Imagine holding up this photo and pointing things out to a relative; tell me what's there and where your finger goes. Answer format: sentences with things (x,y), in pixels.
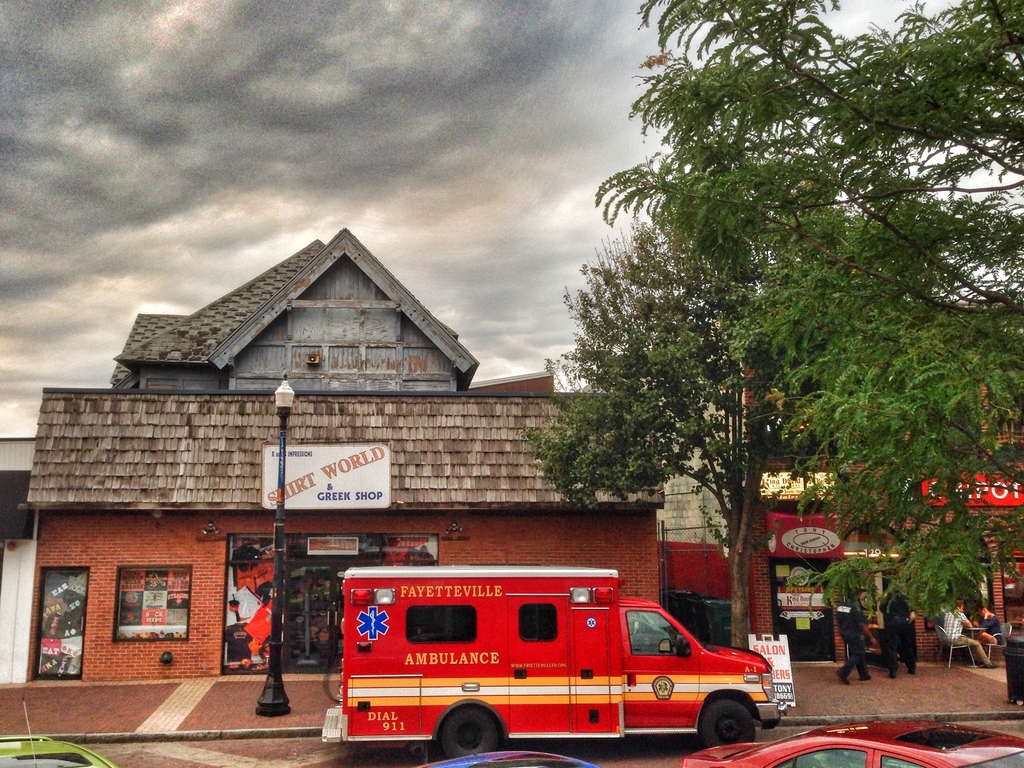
In this image there are buildings (160,667), vehicles (565,724) on the road (623,760), a street light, a tree (781,341) and some clouds (502,290) in the sky (402,174).
